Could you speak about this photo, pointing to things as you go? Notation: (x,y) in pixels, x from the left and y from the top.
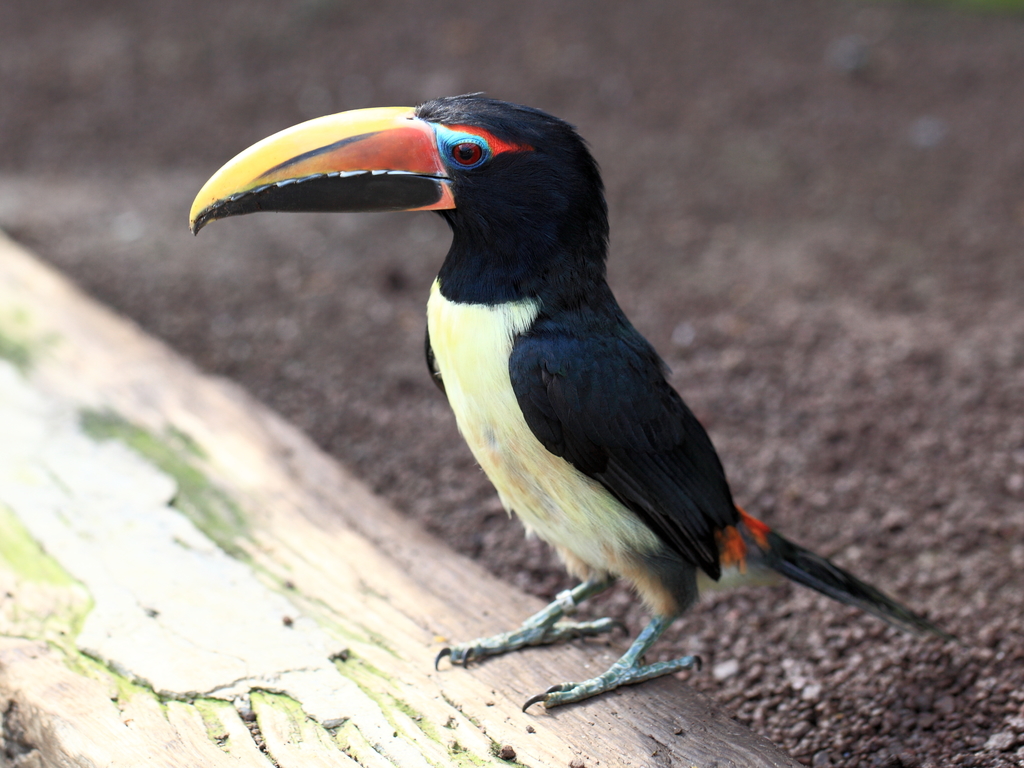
In this image I can see a bird (473,448) on a tree trunk (480,734) and sand (360,272). This image is taken may be during a day.
